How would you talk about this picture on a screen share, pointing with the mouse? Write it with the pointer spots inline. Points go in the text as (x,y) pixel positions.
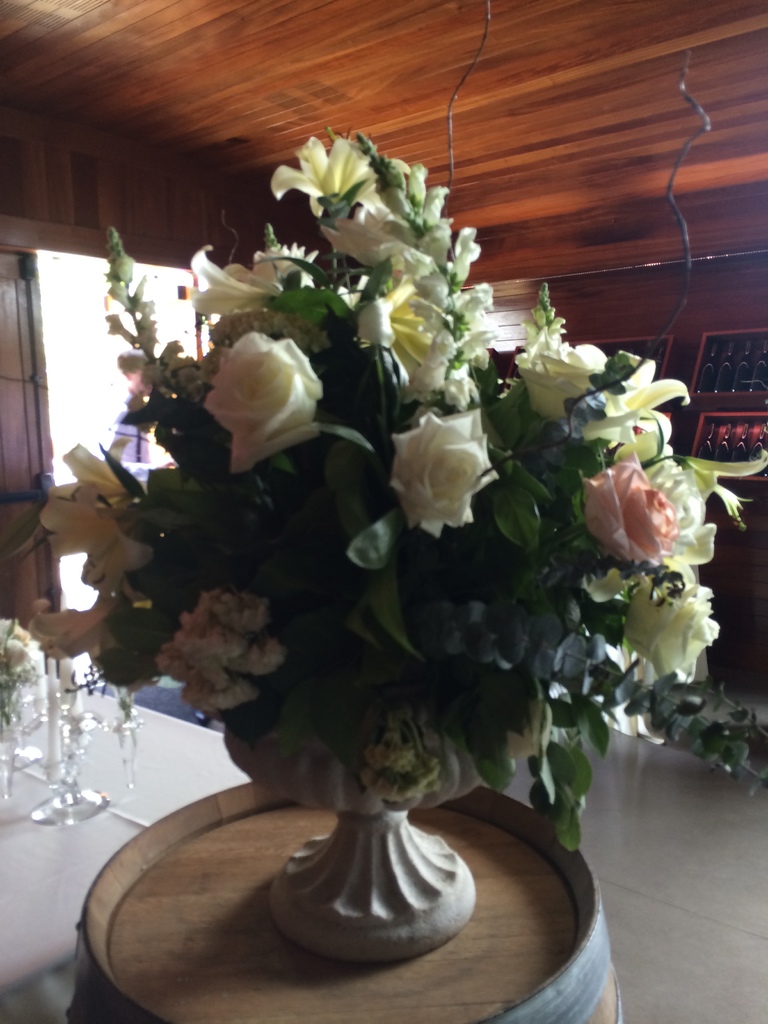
In this picture we can see barrel (84,943), on the barrel (111,946) we can see flowers (414,511) and leaves (406,539) in a vase (353,879). We can see objects (133,733) on the table (98,775) and floor (637,856). In the background of the image (672,359) we can see bottles (714,391) and wooden wall (682,434).
